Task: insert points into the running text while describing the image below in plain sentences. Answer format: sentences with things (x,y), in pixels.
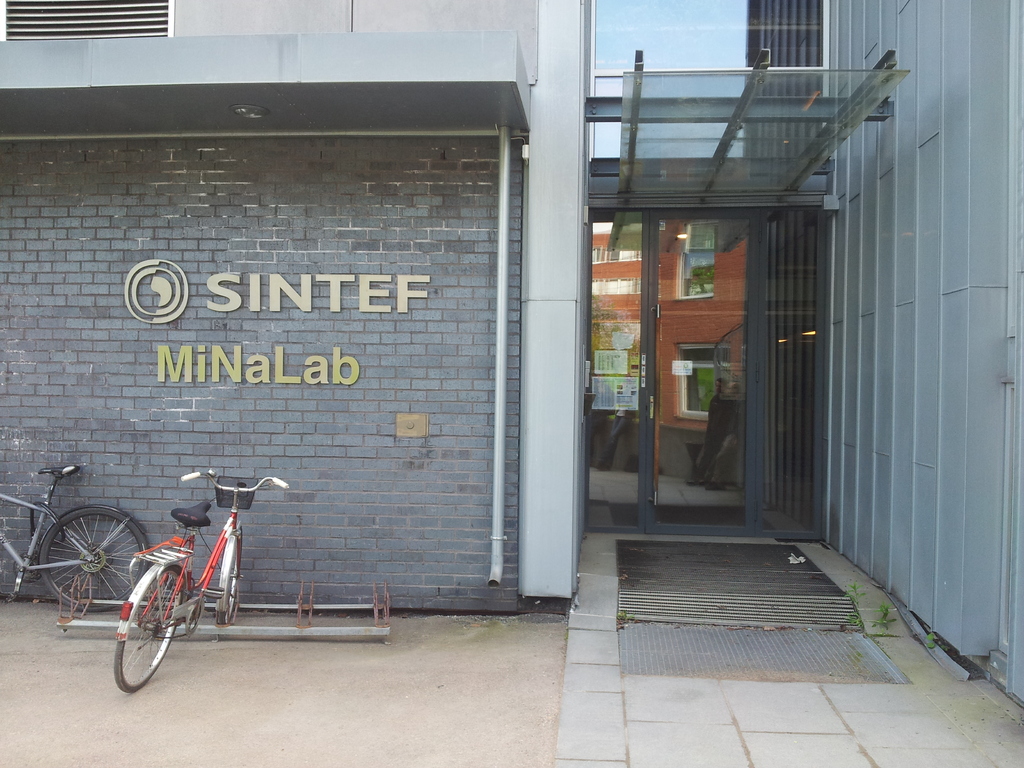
In this picture we can see bicycles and some objects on the ground (457,711) and in the background (518,8) we can see a wall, doors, people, posters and some objects (625,625).
